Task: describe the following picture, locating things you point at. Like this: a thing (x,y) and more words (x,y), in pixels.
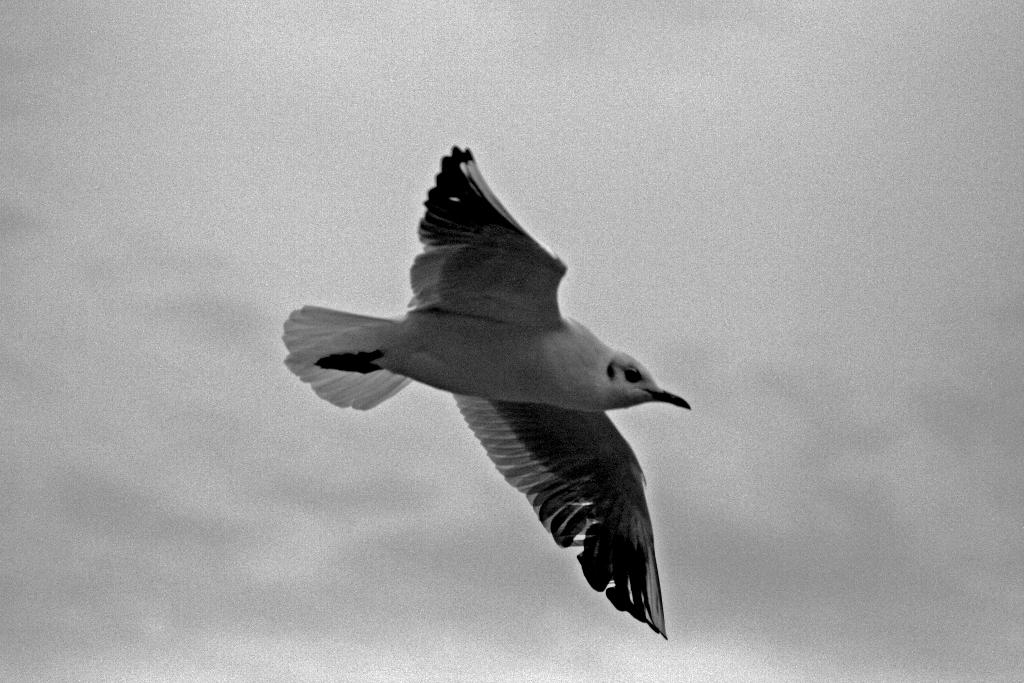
This picture shows a bird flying in the sky (516,173).
